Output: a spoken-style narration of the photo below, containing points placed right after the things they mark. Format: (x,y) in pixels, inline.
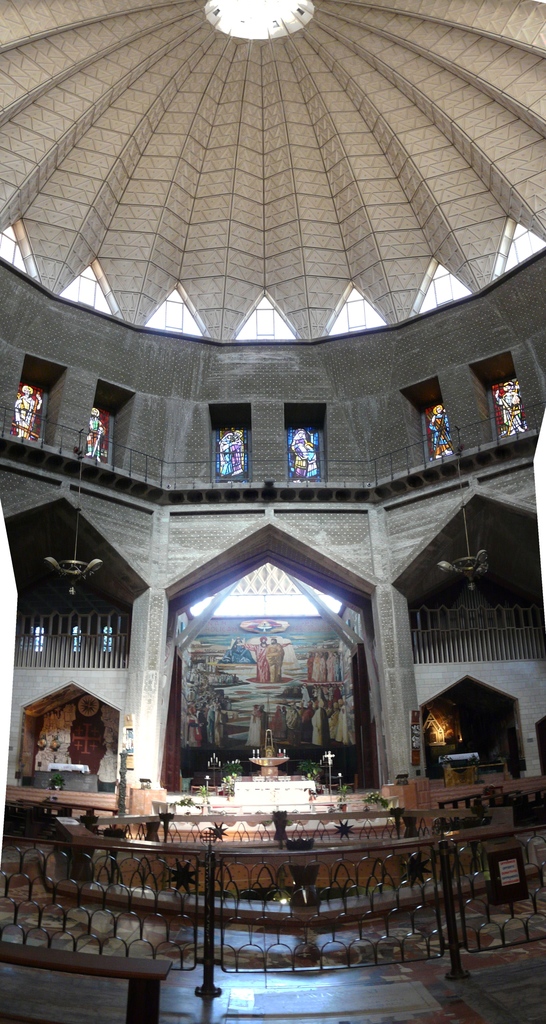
In this picture I can see the inside view of a building (283,505). In the front of this picture (251,901) I can see the railing (448,887) and in the middle of this picture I can see the tables (269,792). In the background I can see the glass windows (289,443) and I can see the painting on the wall (315,749). On the right side of this picture (436,739) I can see the light (447,733).
